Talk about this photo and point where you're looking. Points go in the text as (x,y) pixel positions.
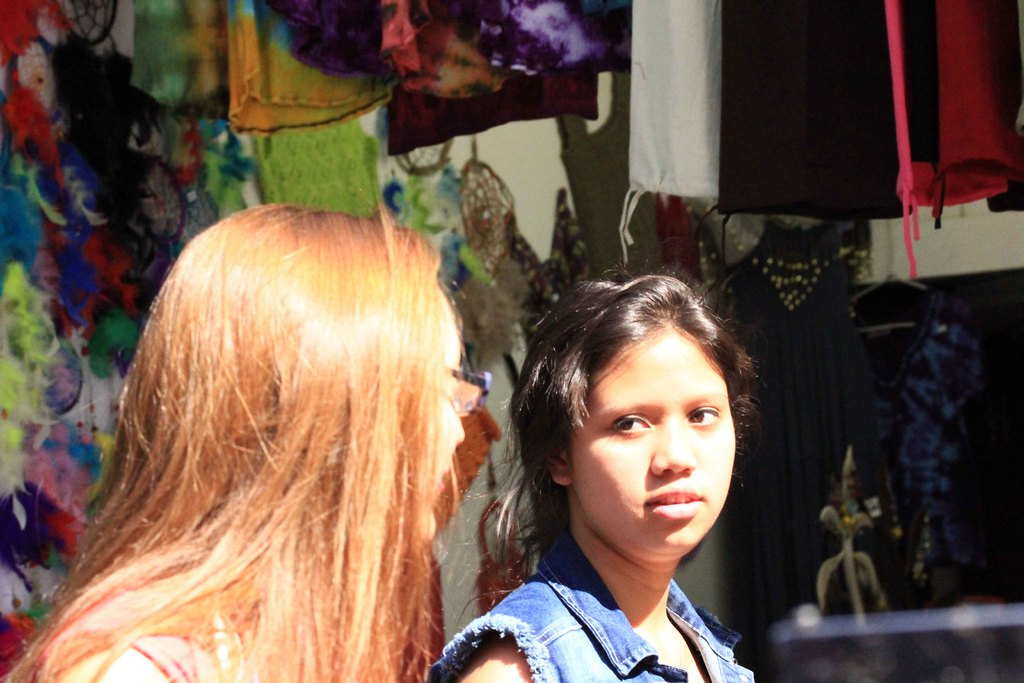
In this image, we can see two women (545,603). In the background of the image (50,457), we can see decorative objects (45,390), clothes (829,330) and wall (543,182).
